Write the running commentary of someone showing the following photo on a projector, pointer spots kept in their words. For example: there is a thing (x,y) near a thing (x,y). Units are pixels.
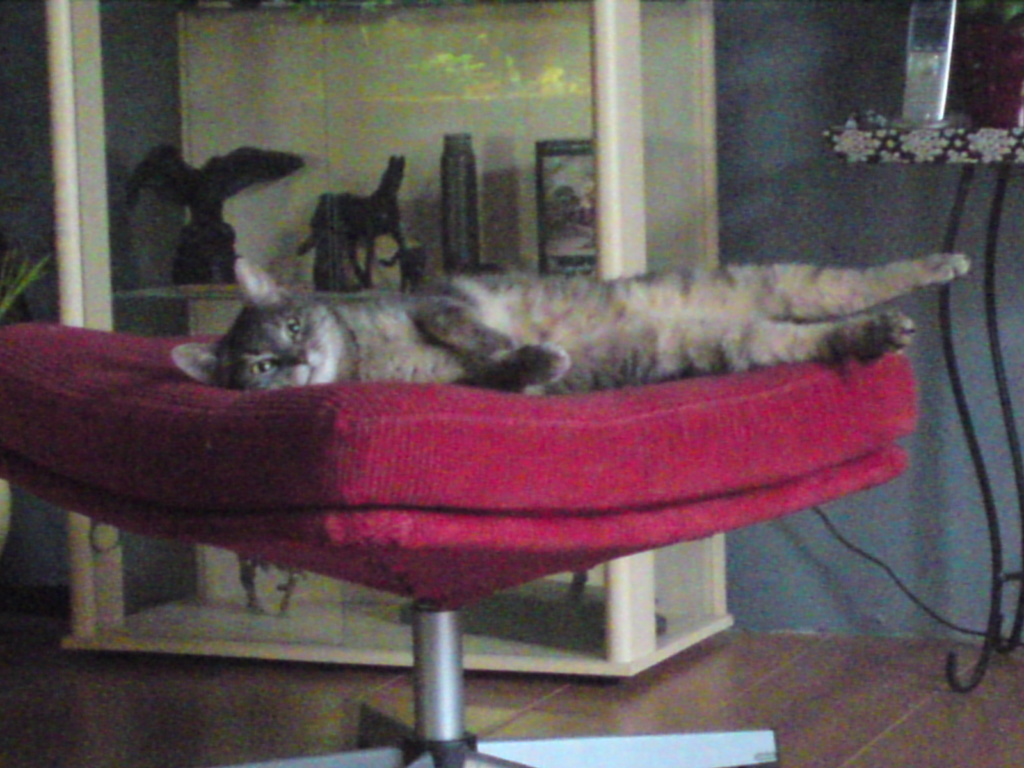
In this image there is a cat (432,351) lying on the chair (452,494), behind the cat (453,307) there is a cupboard (310,171) with some objects (453,204), beside that there is an object (932,97) on the table (937,140).
